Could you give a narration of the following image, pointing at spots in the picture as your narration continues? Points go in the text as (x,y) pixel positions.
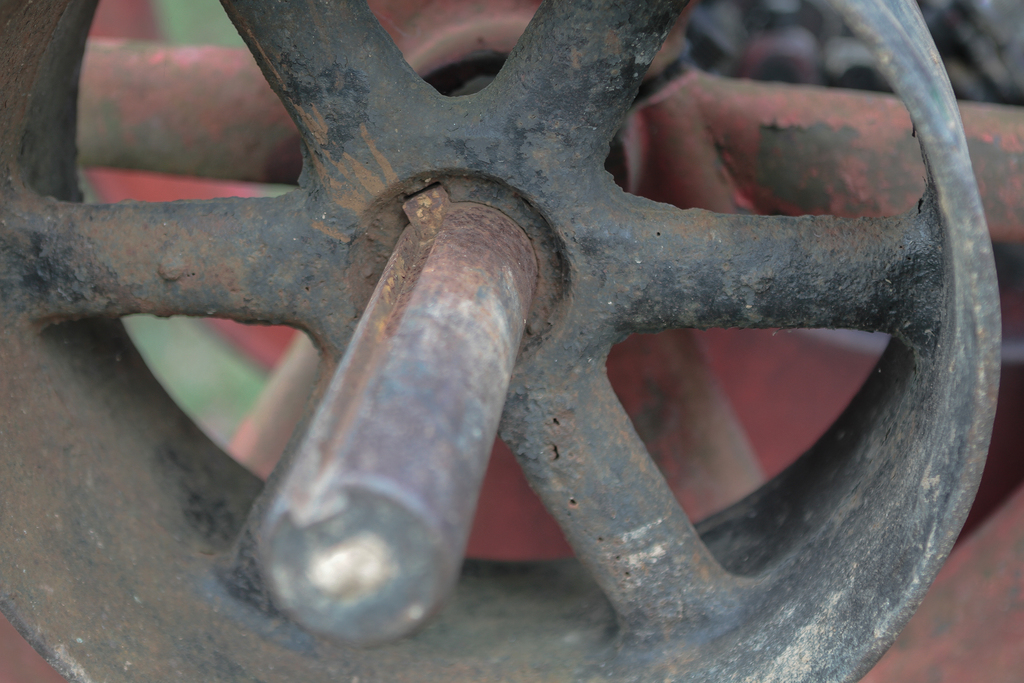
In the image in the center (525,445) we can see one wheel (552,249), which is in black color. In the background (85,55) we can see another wheel (896,118), which is in red and green color.
